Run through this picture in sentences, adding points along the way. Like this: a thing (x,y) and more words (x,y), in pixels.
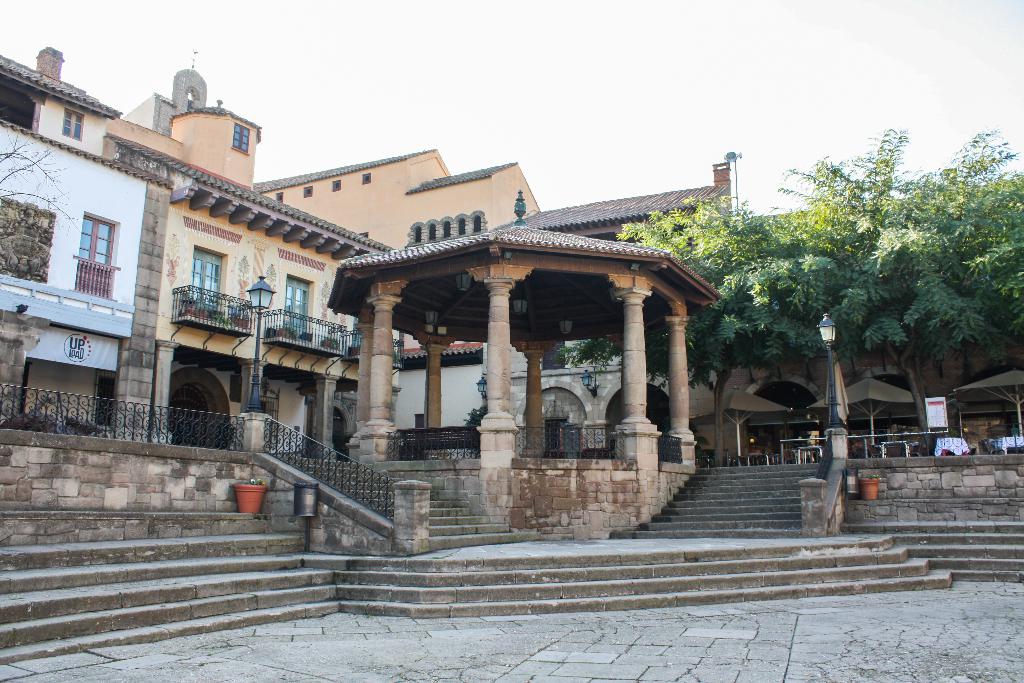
In this image I can see in the middle (443,447) there is the building (418,405) and there are staircases (662,528). On the right side (769,260) there are trees (883,251), at the top (676,81) it is the cloudy sky (706,82).
